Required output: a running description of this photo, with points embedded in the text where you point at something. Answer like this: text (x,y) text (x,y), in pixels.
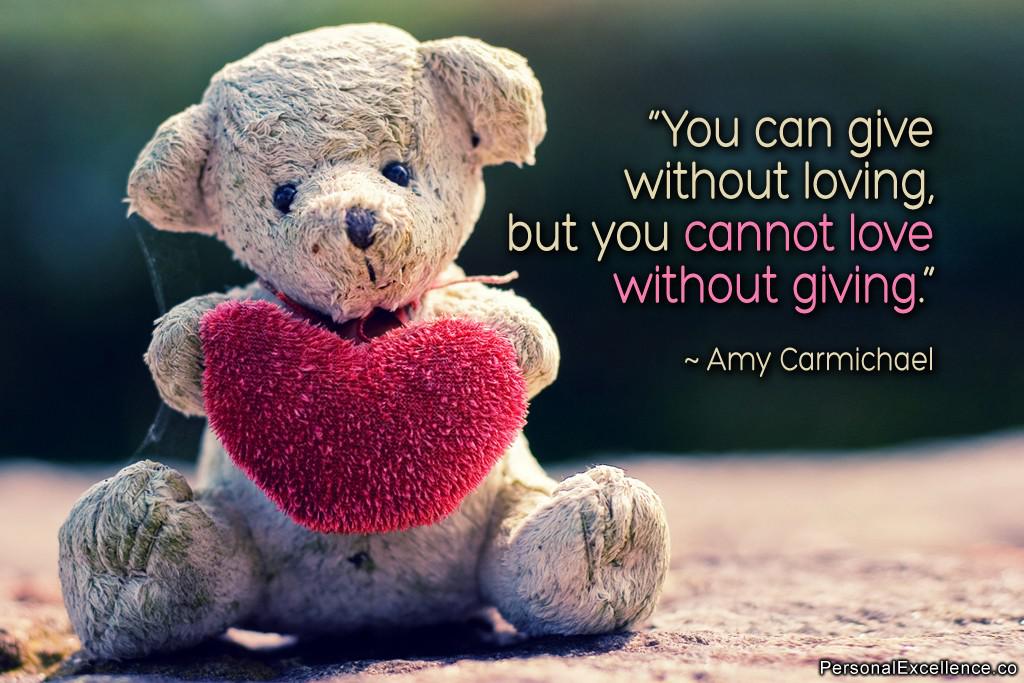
In this image I can see a teddy bear (389,477) in brown and red color and I can see something written on the image, and I can see blurred background (887,393).
